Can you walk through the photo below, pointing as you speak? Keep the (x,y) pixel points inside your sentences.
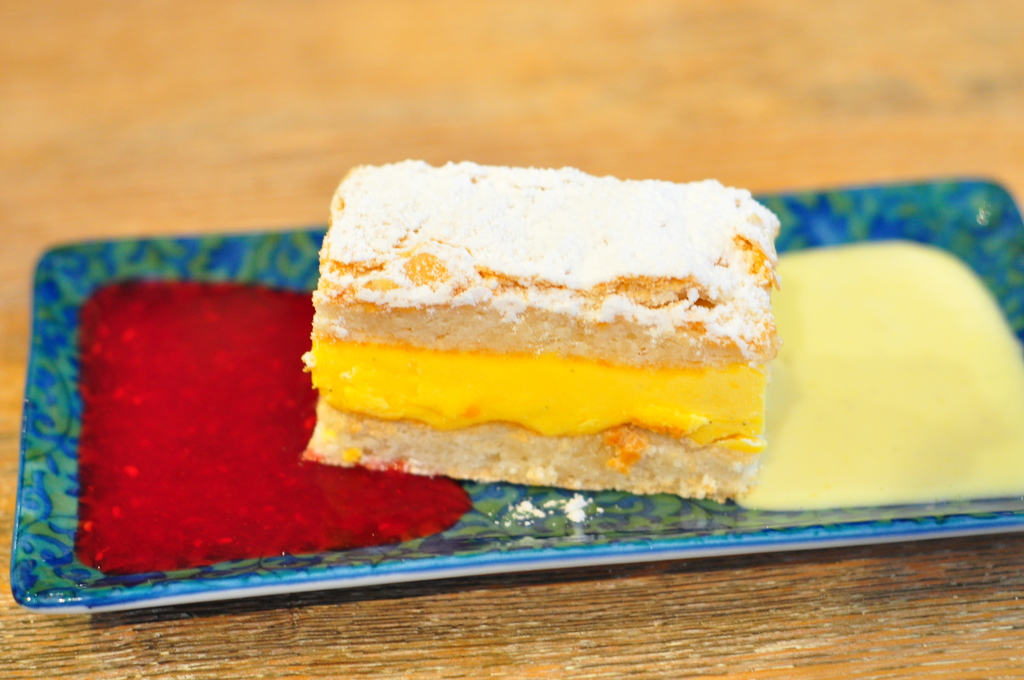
In this picture, we see a blue tray (464,521) containing cake (637,339) is placed on the table (576,612). In the background (493,124), it is blurred.
